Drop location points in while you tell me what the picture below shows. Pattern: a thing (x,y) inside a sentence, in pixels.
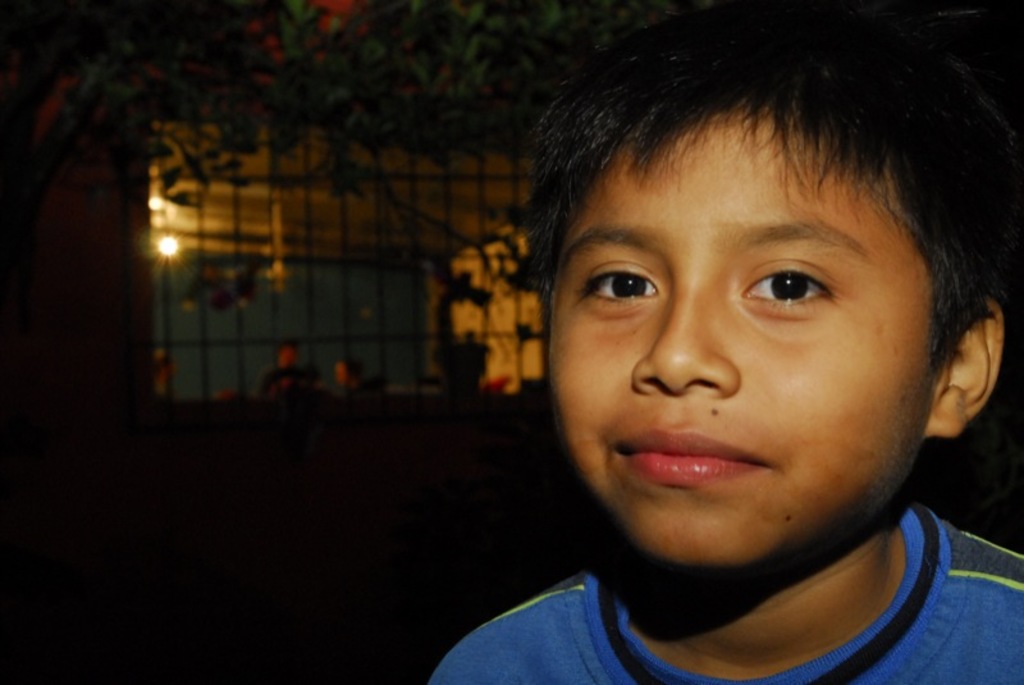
There is a boy (757,437) on the right side (855,556). In the back (354,317) there is a window (349,234), light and some plants (326,84). And it is blurred in the background (335,215).
